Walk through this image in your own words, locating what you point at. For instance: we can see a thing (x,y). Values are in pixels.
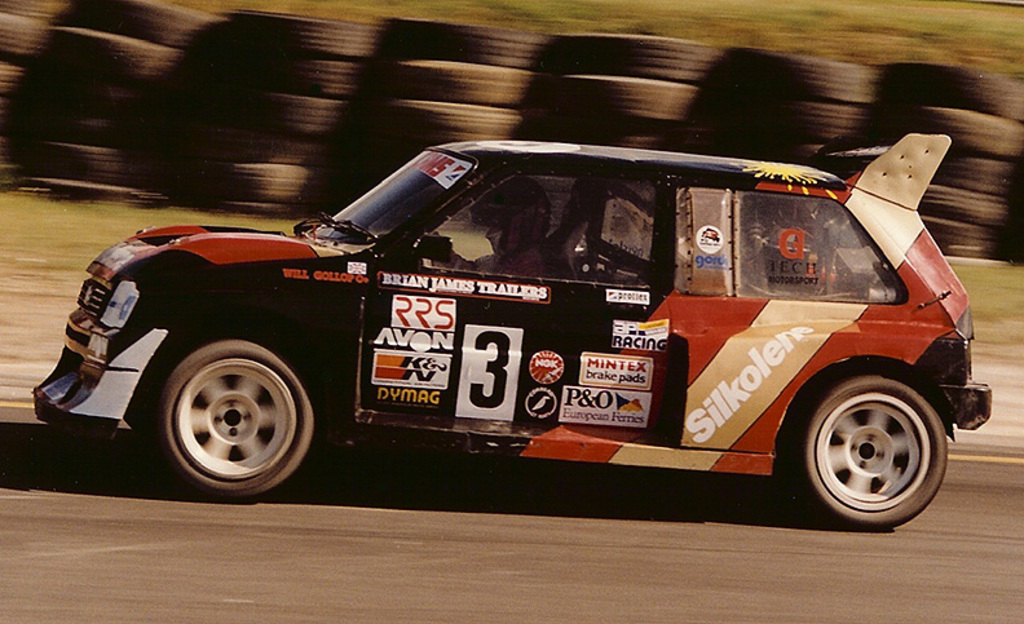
In the image we can see a vehicle (492,328), riding on the road (338,497). In the vehicle (550,340) there is a person (502,235) sitting, this is a grass (64,203) and these are the tires (503,89).
